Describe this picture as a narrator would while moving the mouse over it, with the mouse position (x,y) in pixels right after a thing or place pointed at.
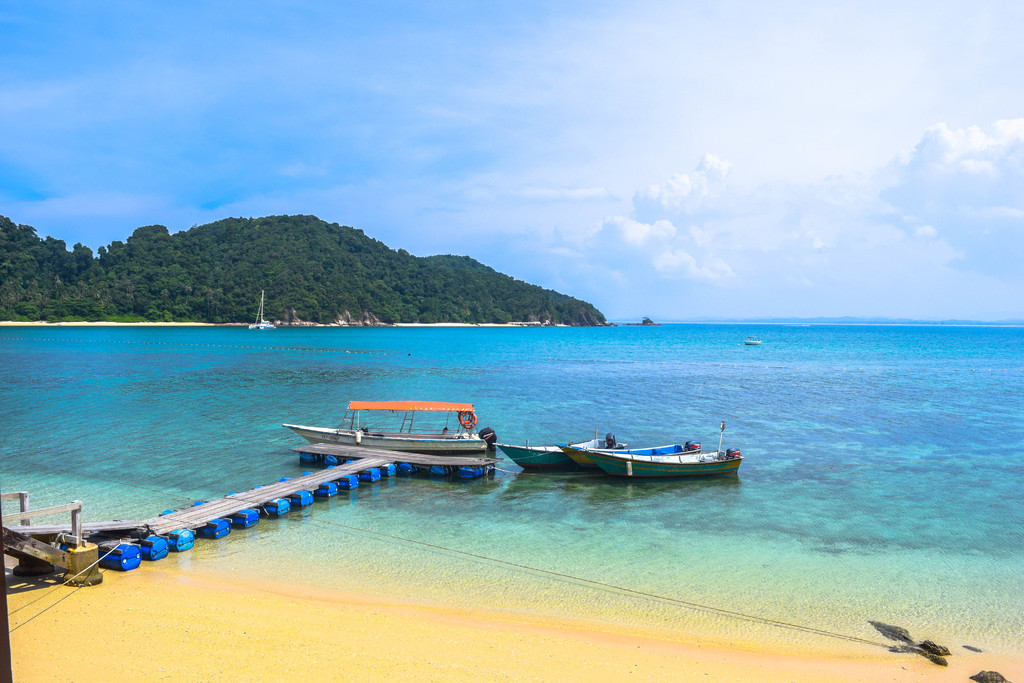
In this picture we can see boats (365,439) above the water (824,498) and walkway (373,449). In the background of the image (421,286) we can see trees (351,263) and sky (782,218) with clouds (925,198).
